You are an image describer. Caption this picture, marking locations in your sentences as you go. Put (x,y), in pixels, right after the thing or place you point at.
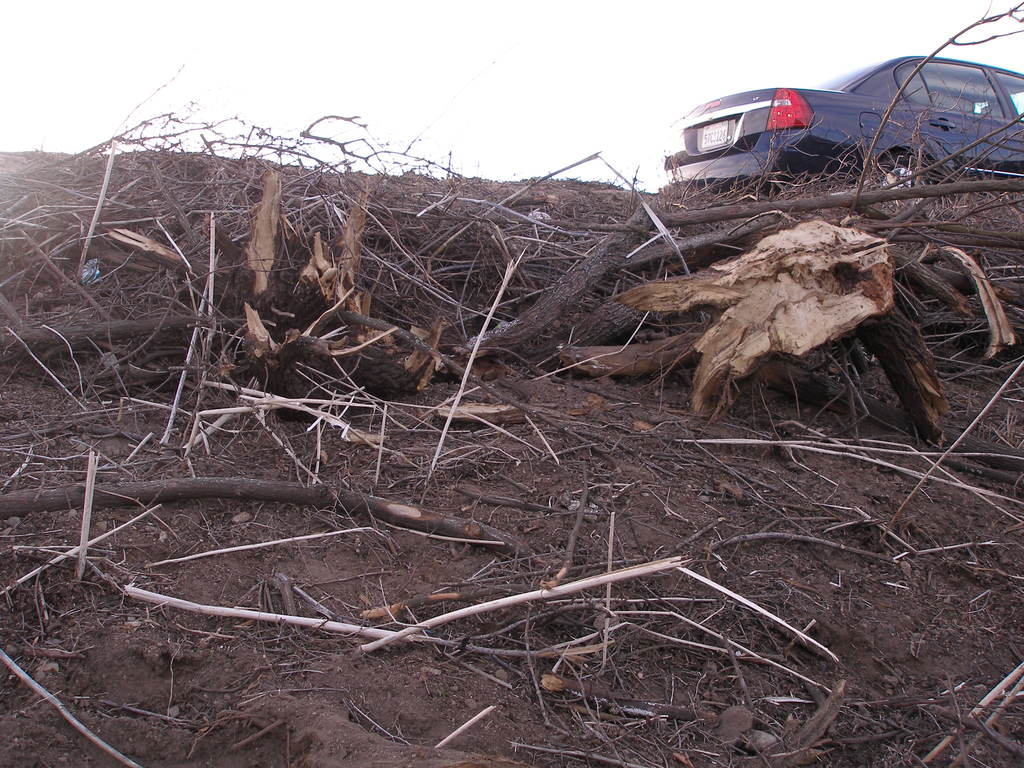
In this image there are some wooden sticks (416,308) are on the land (412,445) as we can see in middle of this image (596,414). There is a car (858,135) on the right side of this image (839,132).
